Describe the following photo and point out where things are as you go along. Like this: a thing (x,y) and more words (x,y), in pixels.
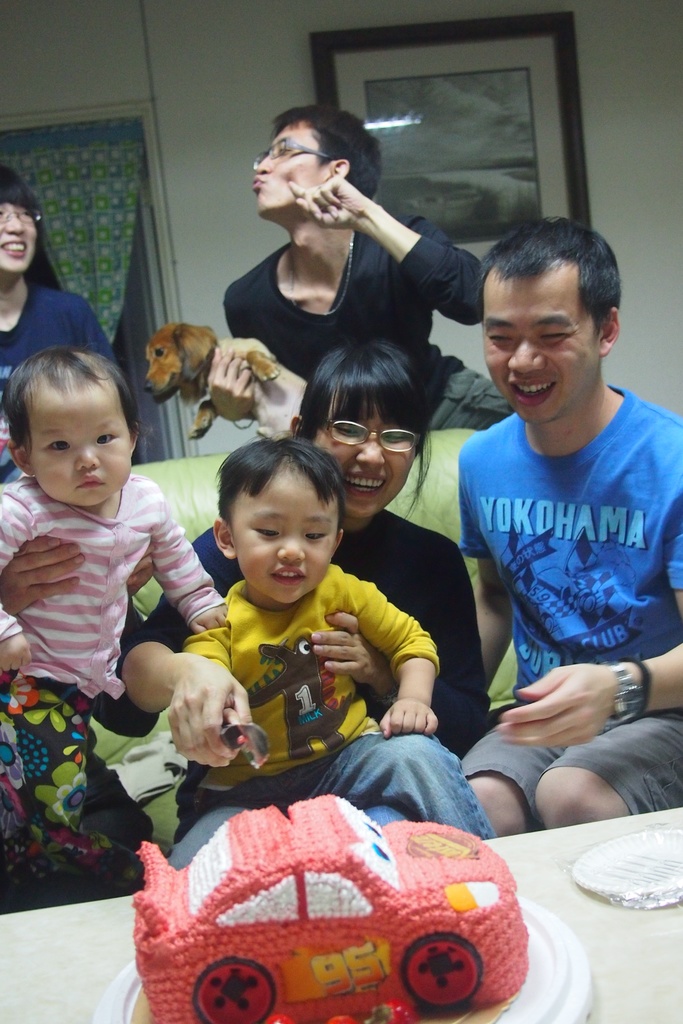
In this picture I can see a table (81,930) in front (28,1001) on which there is a cake (373,880) which is in shape of a car and behind the table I can see 2 women (57,296), 2 men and 2 children (39,391). I can see that few of them are smiling. In the background (612,35) I can see the wall (83,47) on which there is a photo frame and I can see the curtain (84,234).
